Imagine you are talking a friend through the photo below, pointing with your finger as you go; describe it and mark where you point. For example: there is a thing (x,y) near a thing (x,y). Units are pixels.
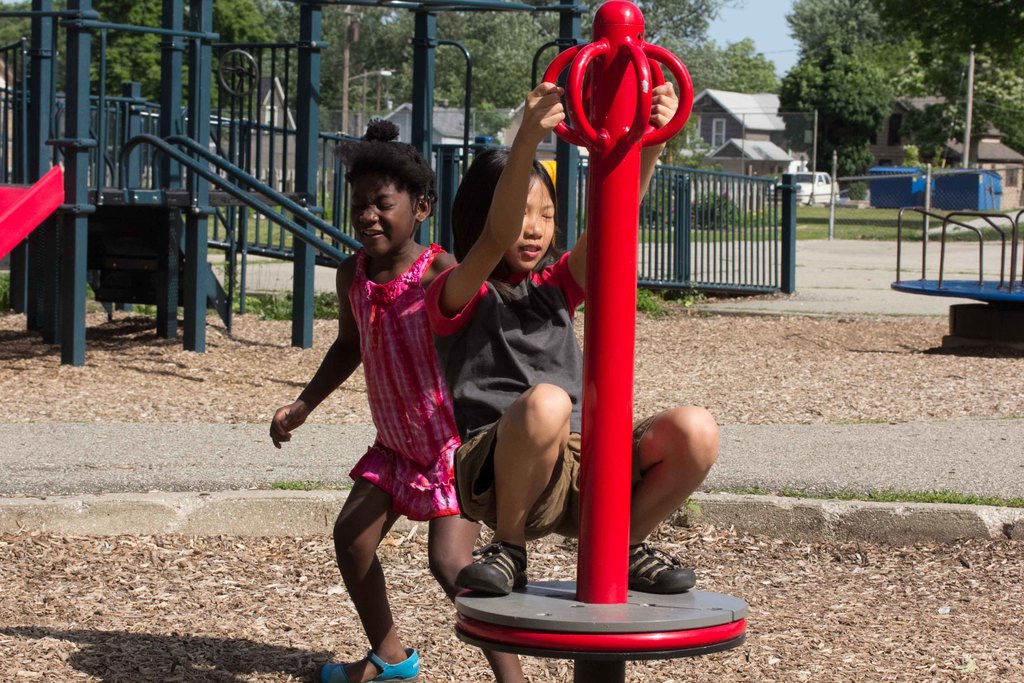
In this image I see 2 girls (448,282) in which this girl (471,408) is on this red color thing (602,443) and in the background (946,136) I see the path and I see the fencing (752,182) and I see few rides (940,289) and I see number of houses (444,108) trees (848,16) and I see few poles (925,194).
